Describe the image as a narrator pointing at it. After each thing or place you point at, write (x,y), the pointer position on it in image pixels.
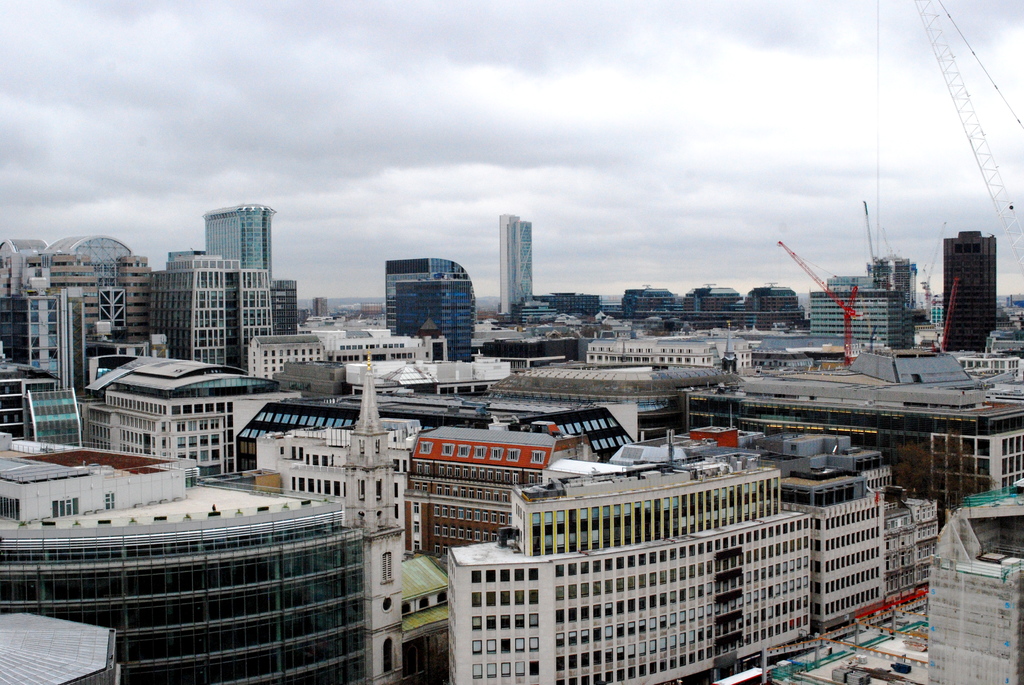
As we can see in the image there are buildings (475,436), sky (220,16) and clouds (265,22).
